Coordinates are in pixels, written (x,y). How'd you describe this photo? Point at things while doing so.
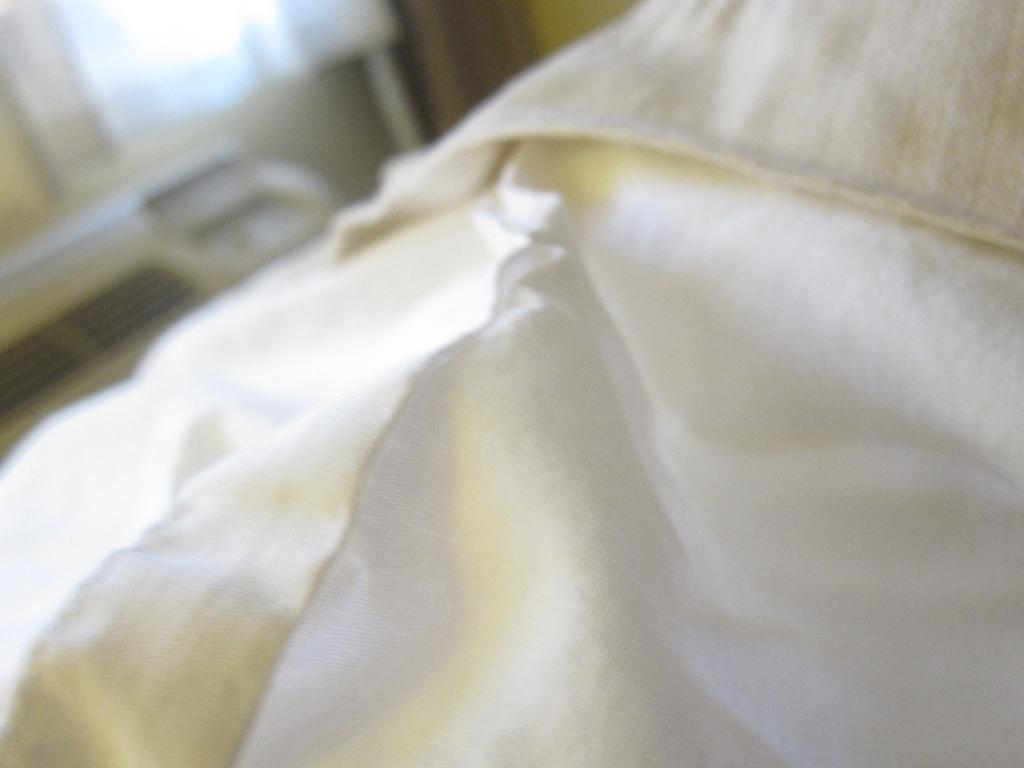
This is a picture of a white color cloth (443,383), and there is blur background (107,305).
